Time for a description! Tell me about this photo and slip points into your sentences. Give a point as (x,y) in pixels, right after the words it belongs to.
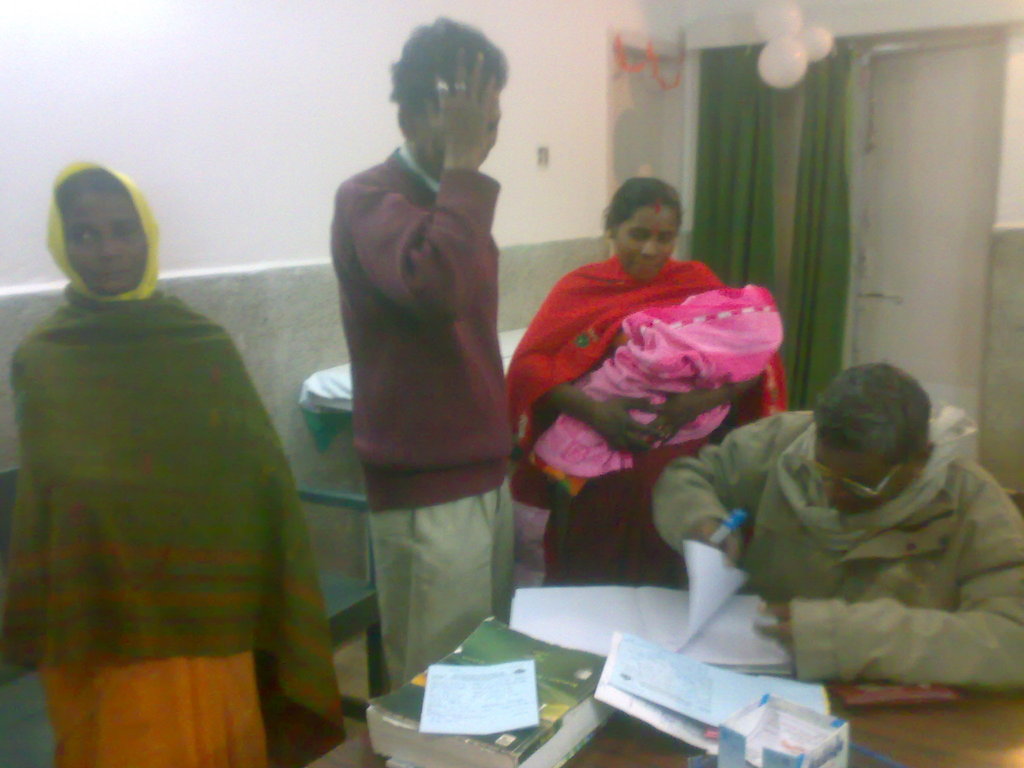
In this picture there is a man (426,454) who is wearing sweater (474,429), shirt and trouser (451,537). Beside him there is a woman (683,403) who is holding a baby (633,368). On the right (714,498) there is a man (840,536) who is sitting near to the table (658,752). On the table (637,749) I can see the book (550,744), papers (746,631), box (843,767) and other objects (715,733). On the left (173,443) there is a woman (135,460) who is standing near to the bench (7,701). In the back (752,180) I can see the doors (629,144), green cloth (739,126) and balloons (785,59).
